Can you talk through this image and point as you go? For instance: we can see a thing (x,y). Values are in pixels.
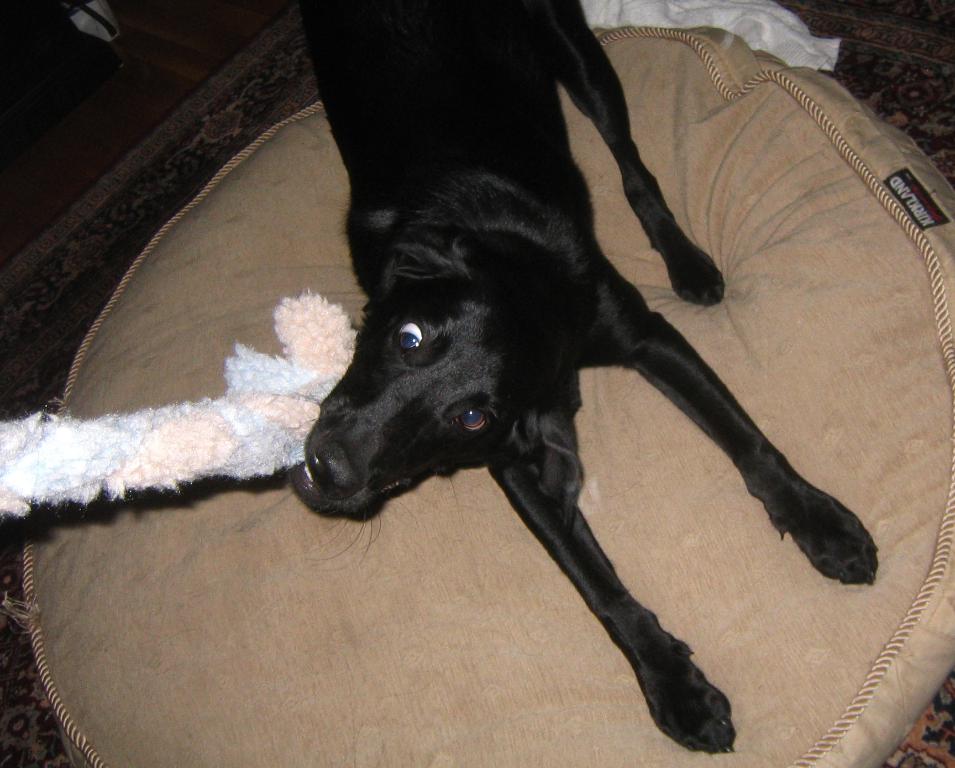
In this image we can see a dog (579,573) chewing an object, also we can see a bed (700,235) and a cloth (821,51).
